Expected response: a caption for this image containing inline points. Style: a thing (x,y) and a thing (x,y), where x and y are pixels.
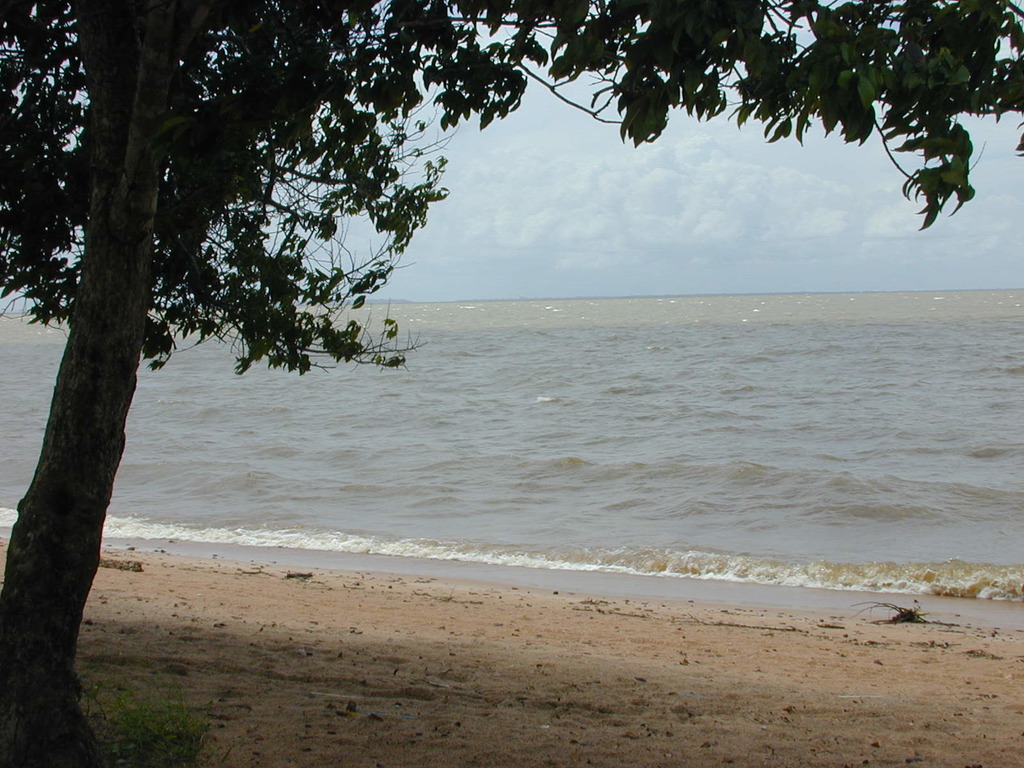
This looks like a seashore (528,703). I think these are the water (583,364) flowing. This is a tree (71,575) with the branches (248,196) and leaves (240,264).
